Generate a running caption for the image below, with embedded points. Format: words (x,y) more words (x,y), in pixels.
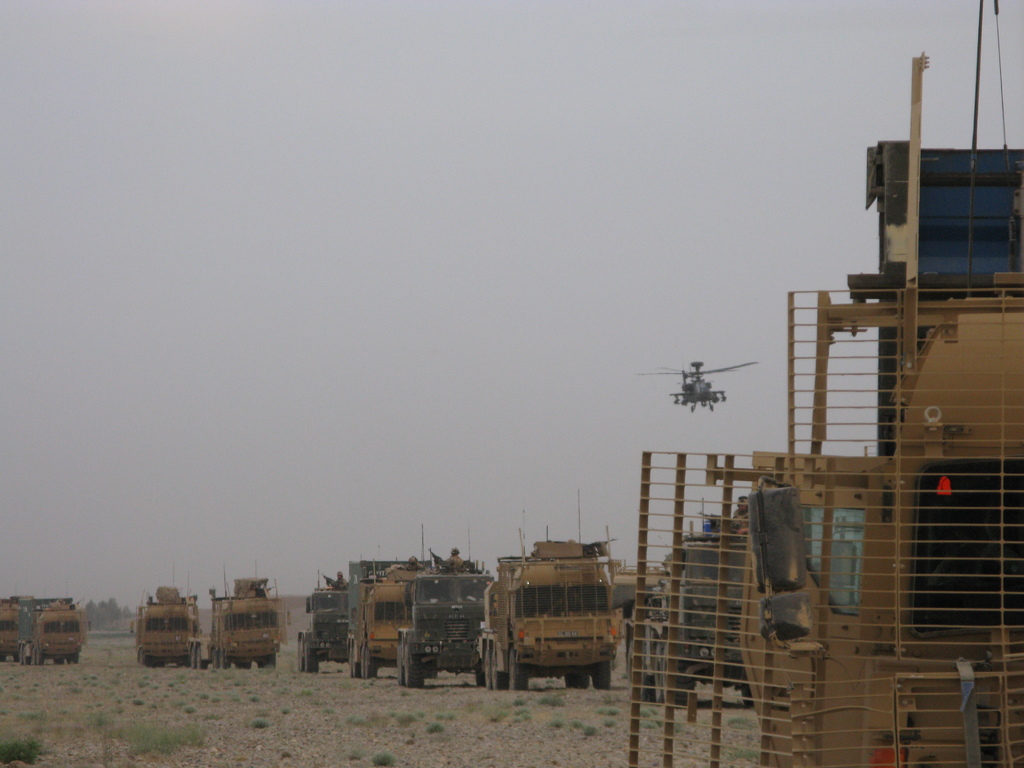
Here in this picture we can see number of trucks (240,640) present on the ground (395,698) over there and in the air (669,448) we can see an aircraft (699,390) present and we can see clouds (470,359) in sky (394,337) and we can see grass (108,717) present on the ground (259,754) here and there and on the right side (882,572) we can see a metal grille (715,466) present over there.
